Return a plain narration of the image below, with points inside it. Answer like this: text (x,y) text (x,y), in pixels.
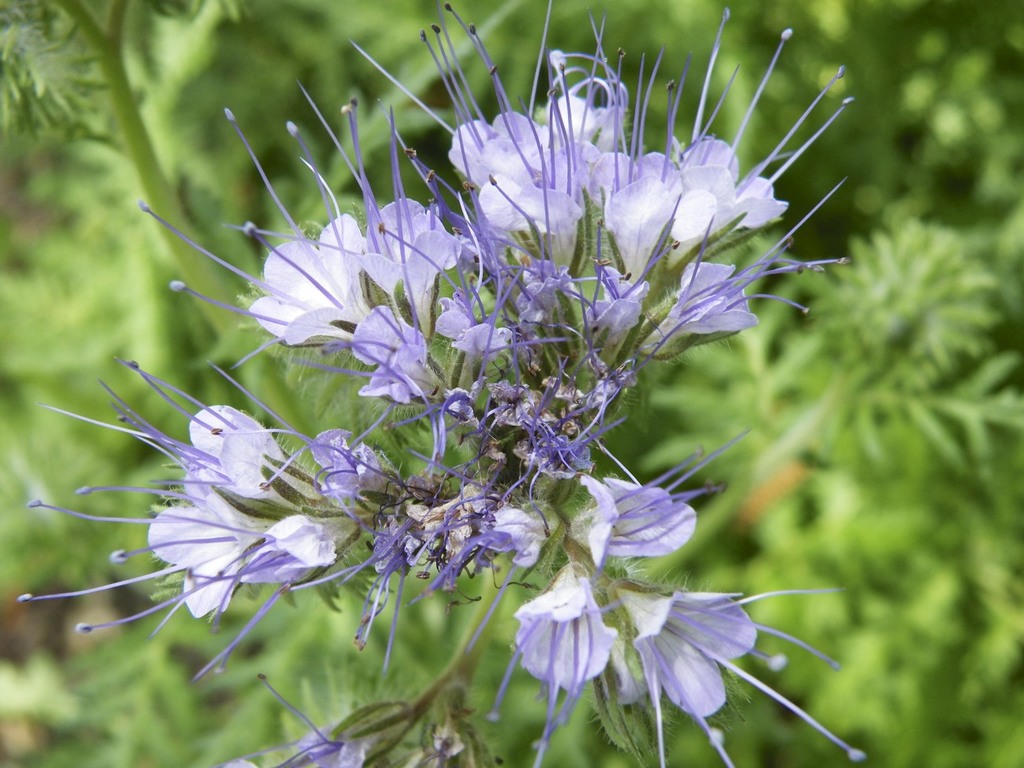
In this picture there are purple flowers (491,453) on the plant (652,309). At the back (732,742) there are plants (311,598).
